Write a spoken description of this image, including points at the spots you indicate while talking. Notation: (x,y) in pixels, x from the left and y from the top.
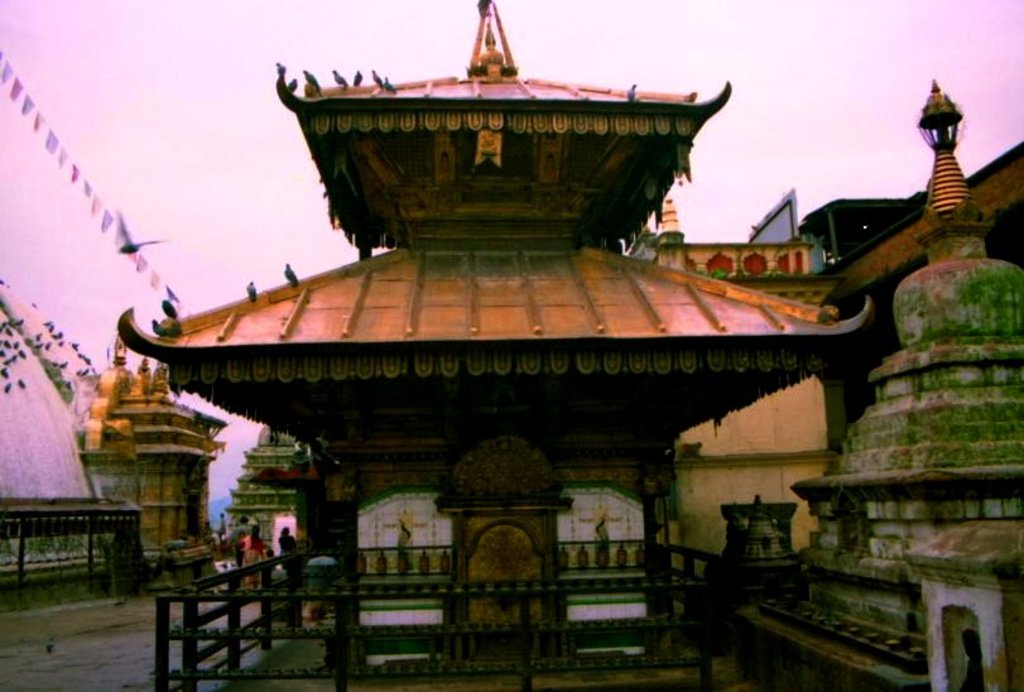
In this image there are some buildings (502,276), railing (398,589) and some people (245,554). On the left side of the image (46,426) there is a railing (58,522) and a dome (3,361), and some towers (136,415) and also we could see some flags (46,149) and ropes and some birds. At the top (574,31) there is sky (405,29).
